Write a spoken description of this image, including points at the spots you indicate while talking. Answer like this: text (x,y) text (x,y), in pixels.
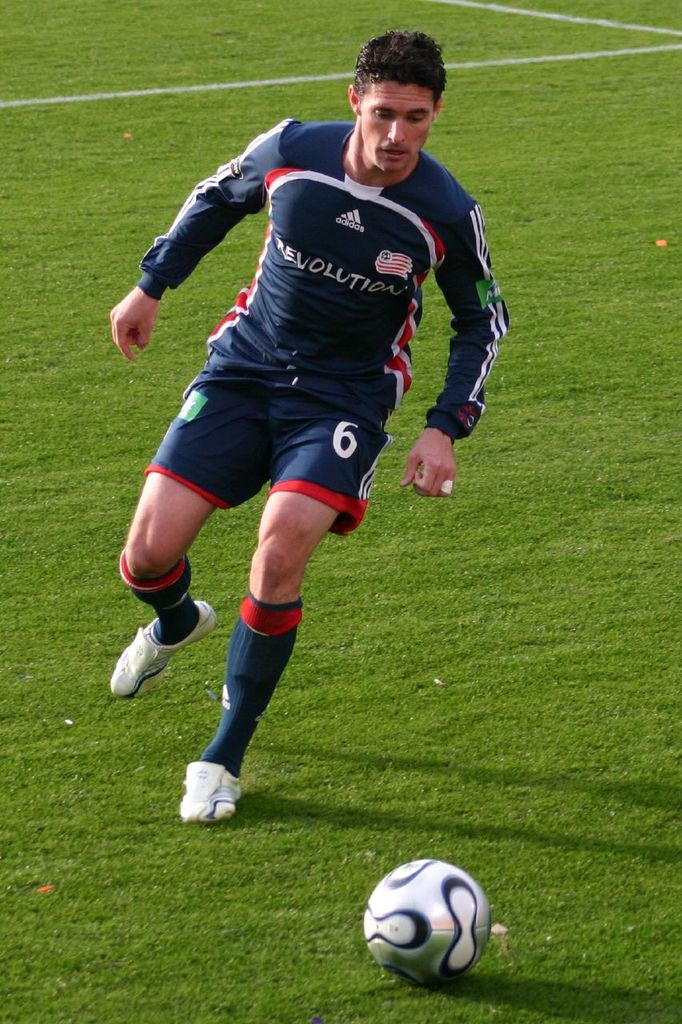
In this image there is a person (387,365). In front of him there is a ball (415,936). At the bottom of the image (280,956) there is grass (618,354) on the surface (621,360).
